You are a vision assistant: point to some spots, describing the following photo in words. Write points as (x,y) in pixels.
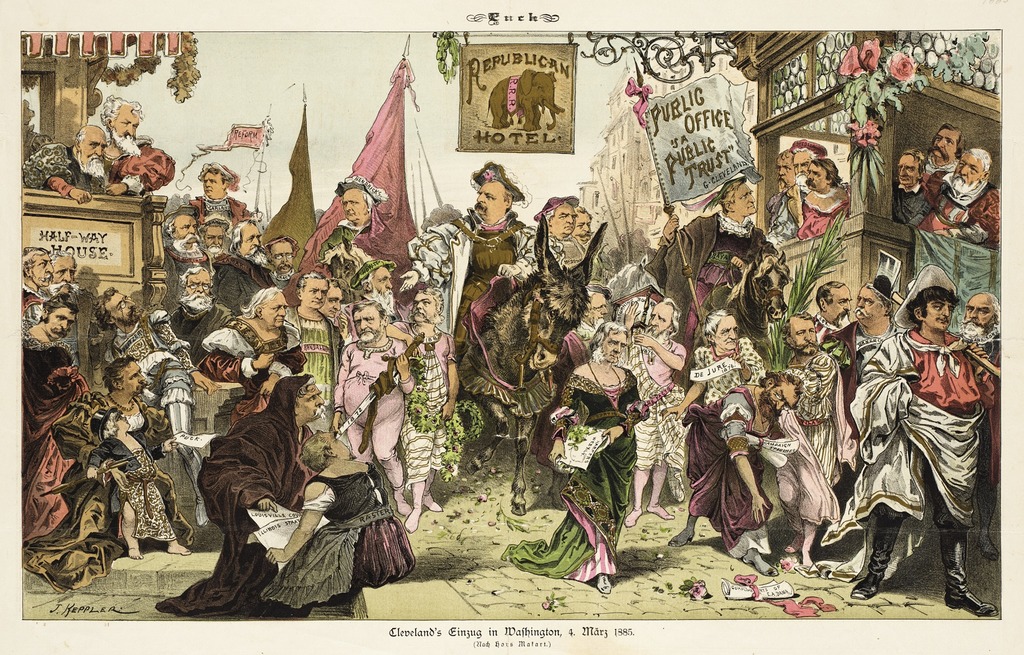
In this image I can see a group of people (255,495) on the road (450,493), flagpoles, buildings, posters (725,166), animals (535,354) and the sky (449,150). This image looks like a painting.
